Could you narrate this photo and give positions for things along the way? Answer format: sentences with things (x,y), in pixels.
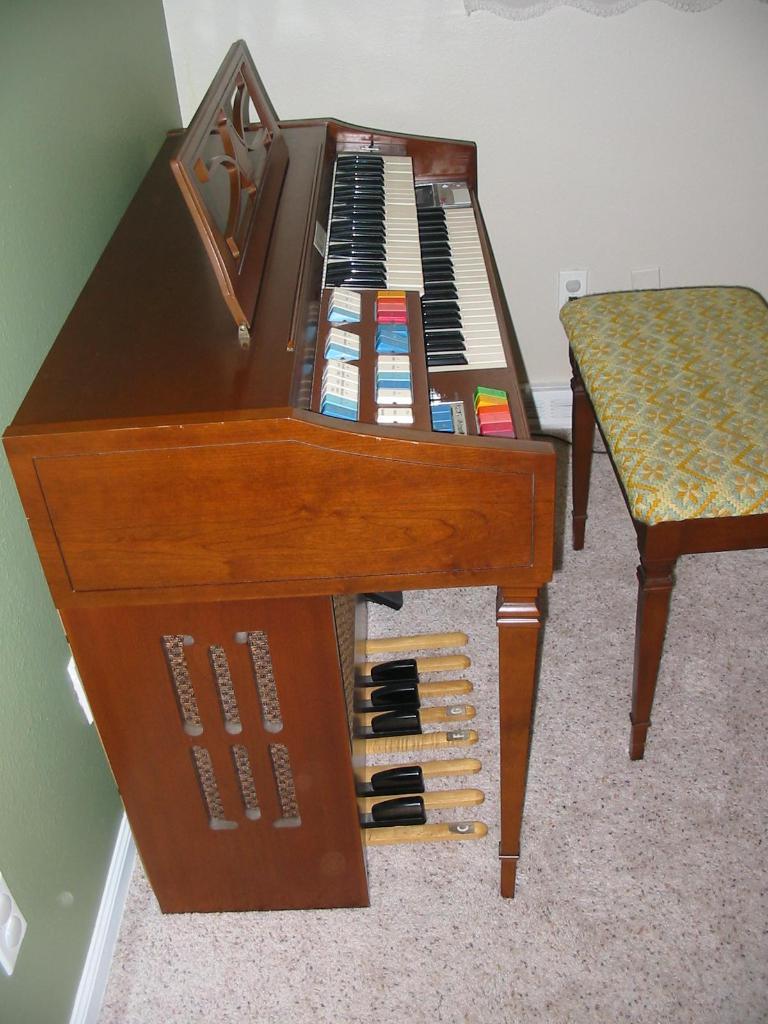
In this picture we can see a wooden organ (269,681) in the room (687,572) and a chair (666,572) beside it, On the top of the organ (346,309) we can see white and black buttons (446,341) with colorful blue and red button (381,388), Behind we can see the white wall (579,257) and switch board (564,282) in the bottom of the wall (606,261).
